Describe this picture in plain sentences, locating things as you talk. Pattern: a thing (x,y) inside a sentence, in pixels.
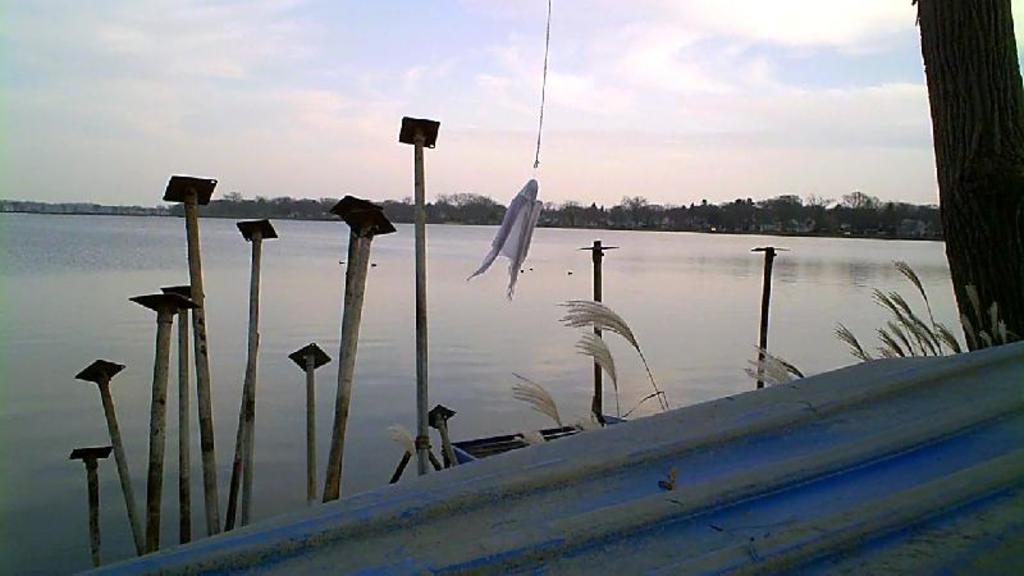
In this image we can see metal sheet (870,449), wooden pole (158,329), grass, tree (996,79) and dock (556,433). In the middle of the image (655,219) lake (526,263) is there and trees (851,219) are present. The sky (684,80) is covered with clouds (344,85).
